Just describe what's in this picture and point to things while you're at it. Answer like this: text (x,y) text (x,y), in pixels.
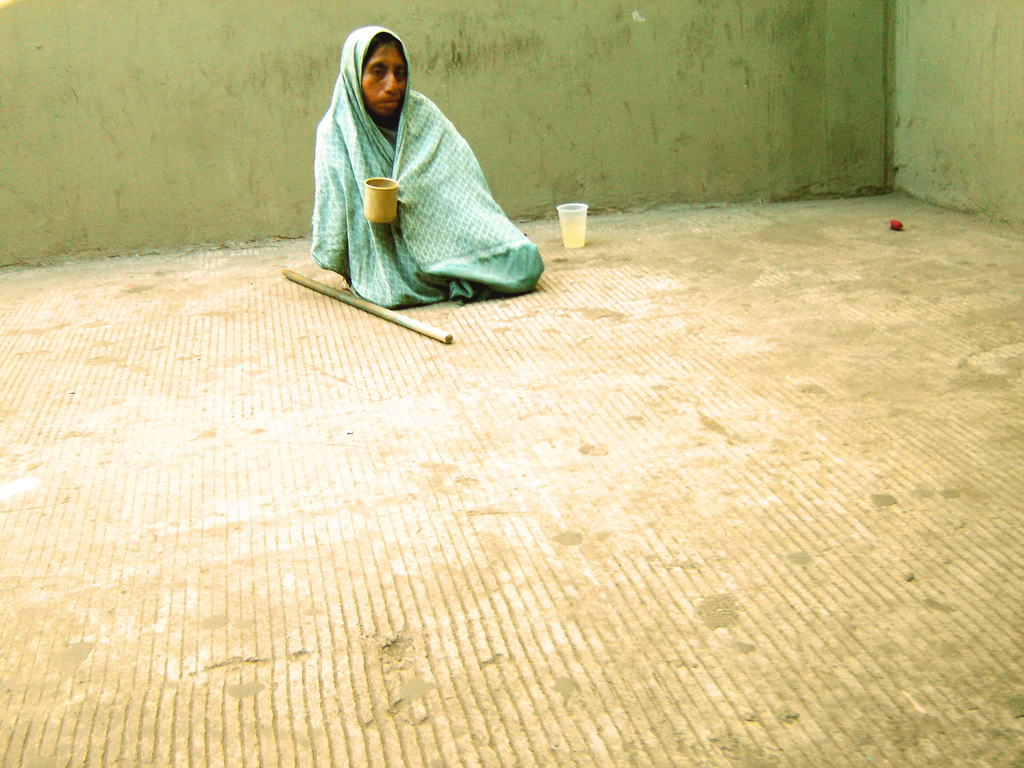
In the image we can see there is a person (439,254) sitting on the ground (502,365) and he wrapped blanket (400,209). The person (400,209) is holding mug (384,209) in his hand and there is a stick (318,287) kept on the floor (440,468). There is a glass (583,237) of water (563,231) kept on the floor (565,260).
